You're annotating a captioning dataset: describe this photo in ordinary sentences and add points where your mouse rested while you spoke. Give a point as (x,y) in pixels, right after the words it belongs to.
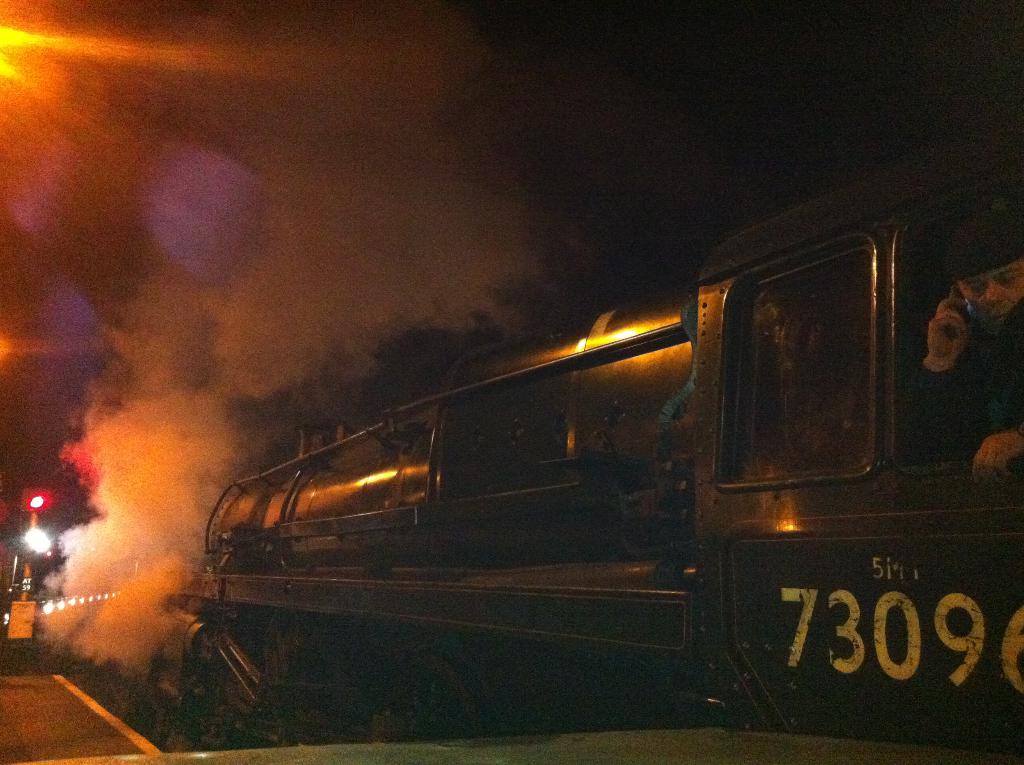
In this picture we can see a steam engine train (390,725) on the railway track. The sky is dark.
